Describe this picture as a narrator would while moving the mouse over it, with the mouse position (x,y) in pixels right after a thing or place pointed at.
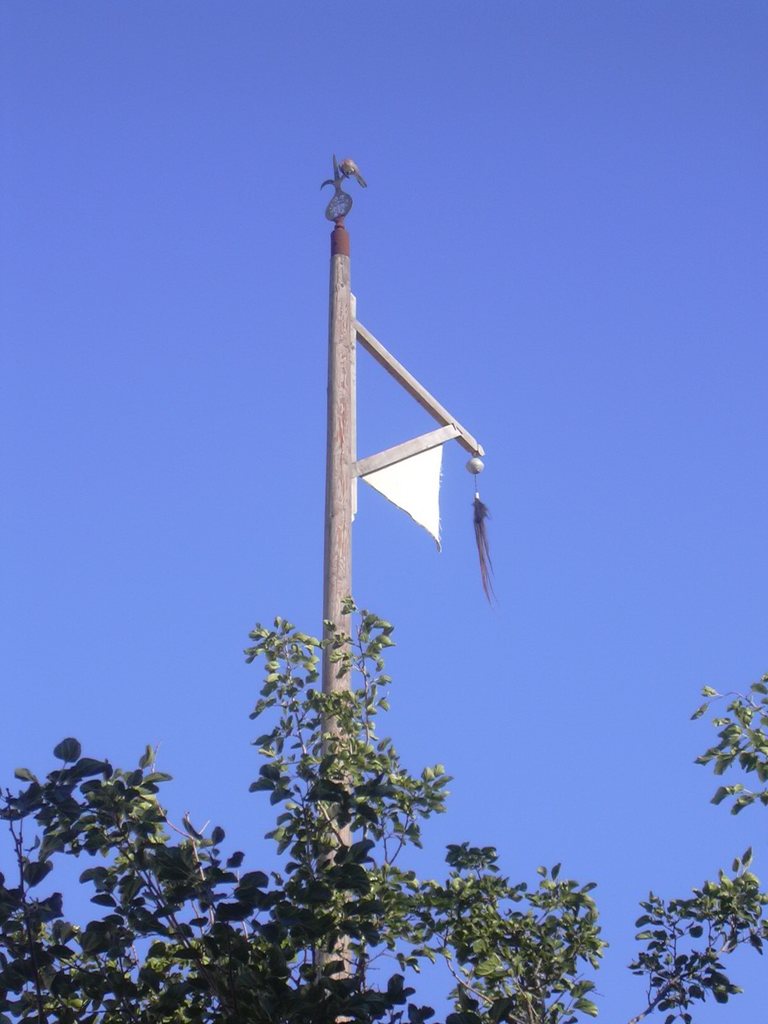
In the image we can see there is a wooden pole (353,439) and there is a cloth (415,502) hanged on the pole (418,444). There is a tree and there is a clear sky (466,583).
